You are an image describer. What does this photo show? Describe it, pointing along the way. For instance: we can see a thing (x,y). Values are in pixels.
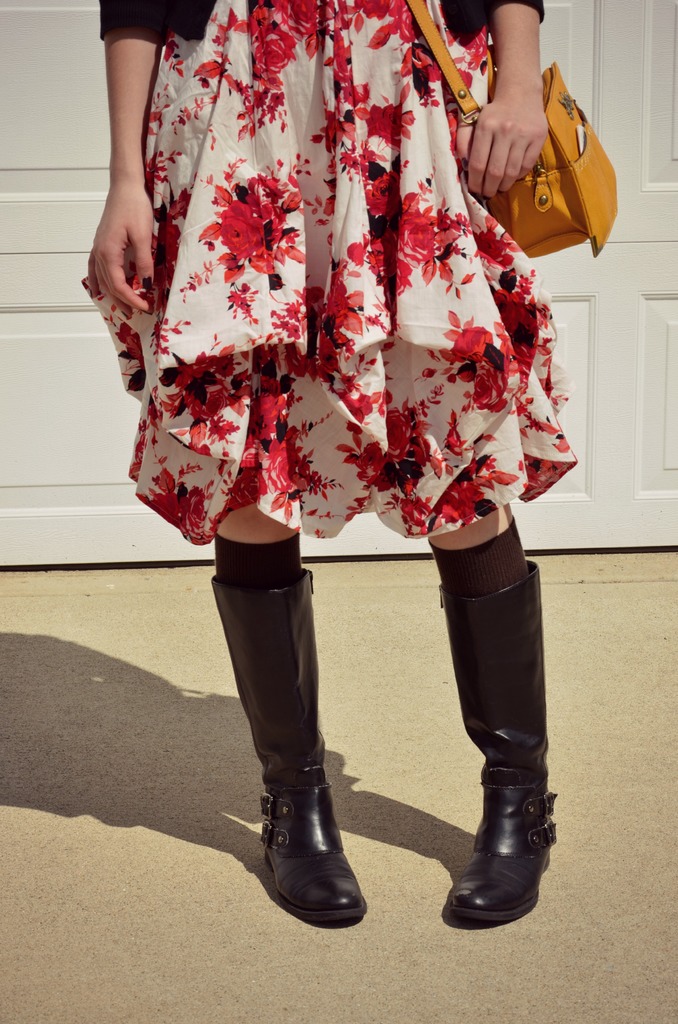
In the center (399,467) we can see one woman (330,289) standing and carrying handbag (530,210), which is in yellow color. Coming to background (22,104) we can see door (3,163).
